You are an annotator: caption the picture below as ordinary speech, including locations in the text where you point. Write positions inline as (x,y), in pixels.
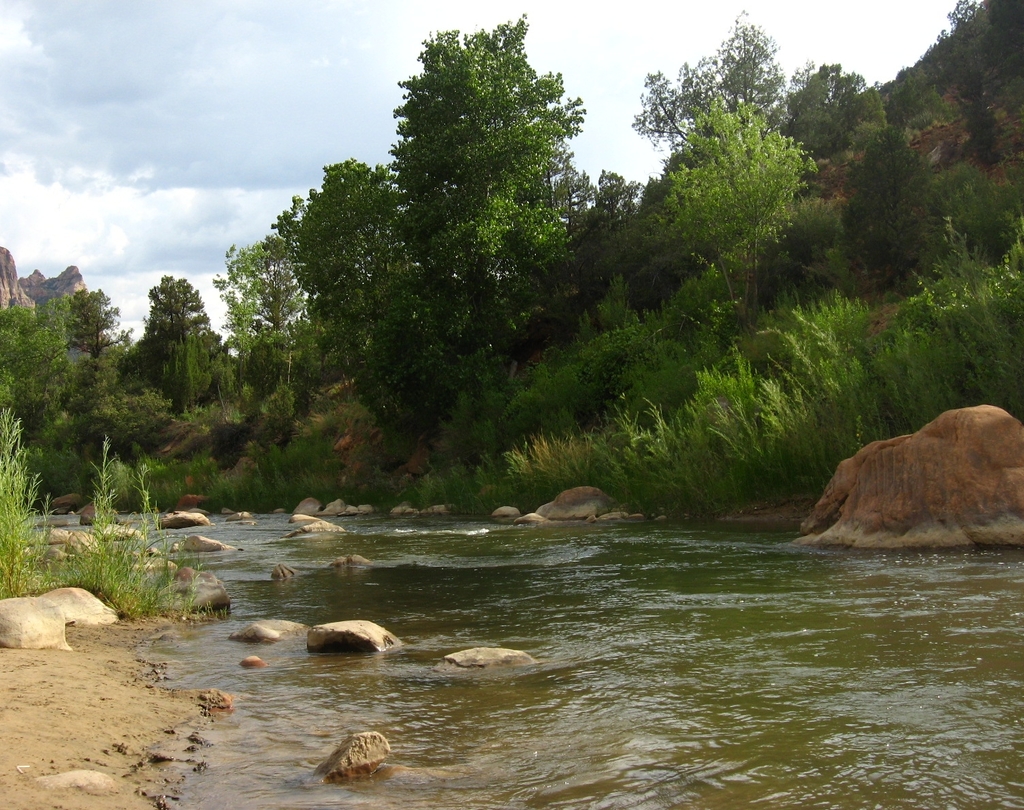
In this picture we can see there are stones (59,535), water (262,520), plants (457,410), trees (512,327), hills (1,284) and a sky (213,132).
